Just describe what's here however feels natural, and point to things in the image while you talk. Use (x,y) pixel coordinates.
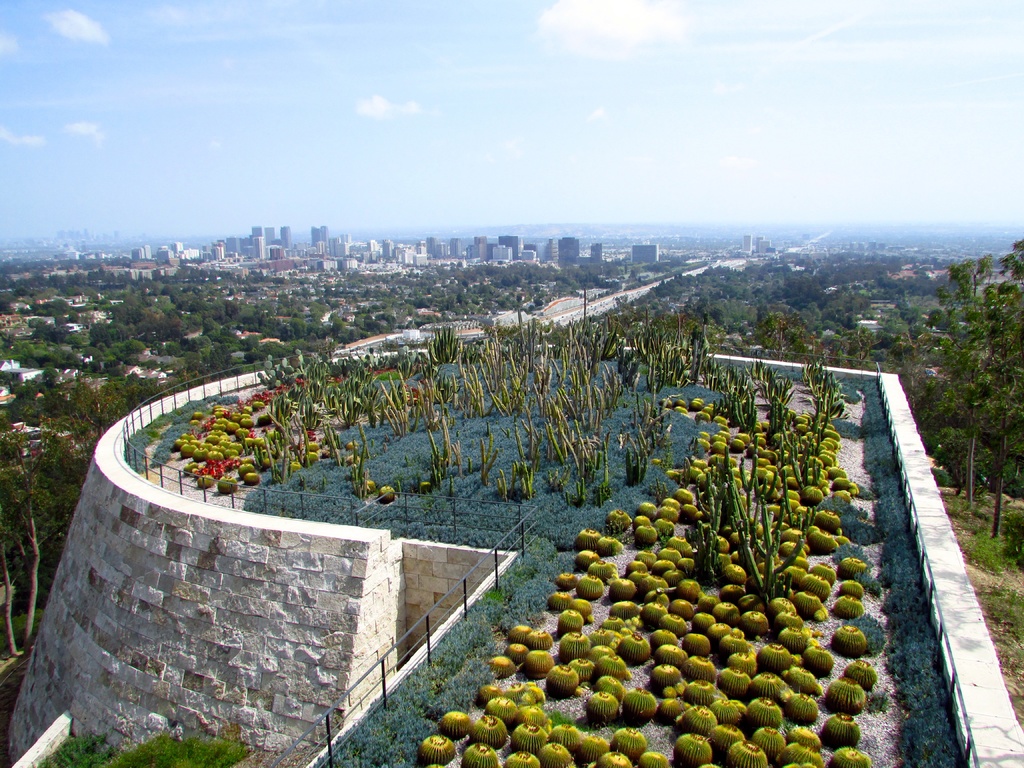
At the bottom of the picture (614,623), we see plants (467,668), grass (537,409) and cacti (702,463). Beside that, we see the railing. Beside that, we see a wall (290,646) which is made up of stones (195,632). There are trees (748,352) and buildings (392,260) in the background (397,247). At the top (414,107), we see the sky (336,125) and the clouds (615,31).
